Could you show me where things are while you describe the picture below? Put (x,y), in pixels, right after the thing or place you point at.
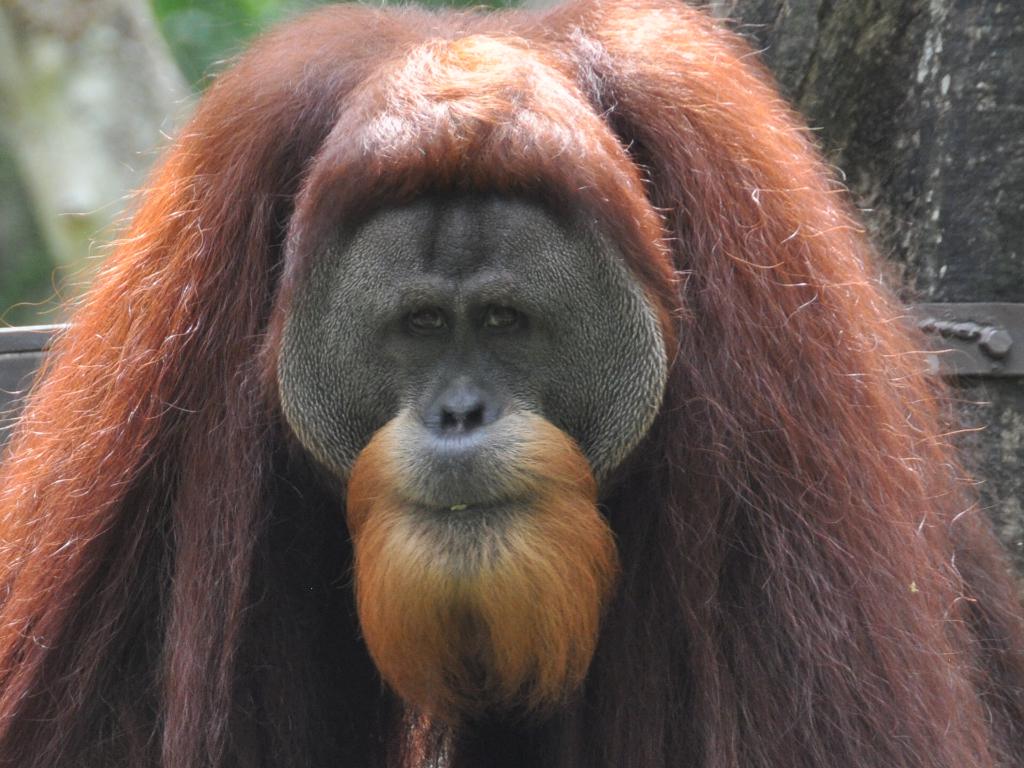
In this image there is an animal (516,373) truncated towards the bottom of the image (476,594), there is a tree trunk (915,302) truncated towards the right of the image (971,240), there is an object (52,326) truncated towards the left of the image (37,337), there is an object (135,43) truncated towards the top of the image (164,12), the background of the image (25,245) is blurred.
